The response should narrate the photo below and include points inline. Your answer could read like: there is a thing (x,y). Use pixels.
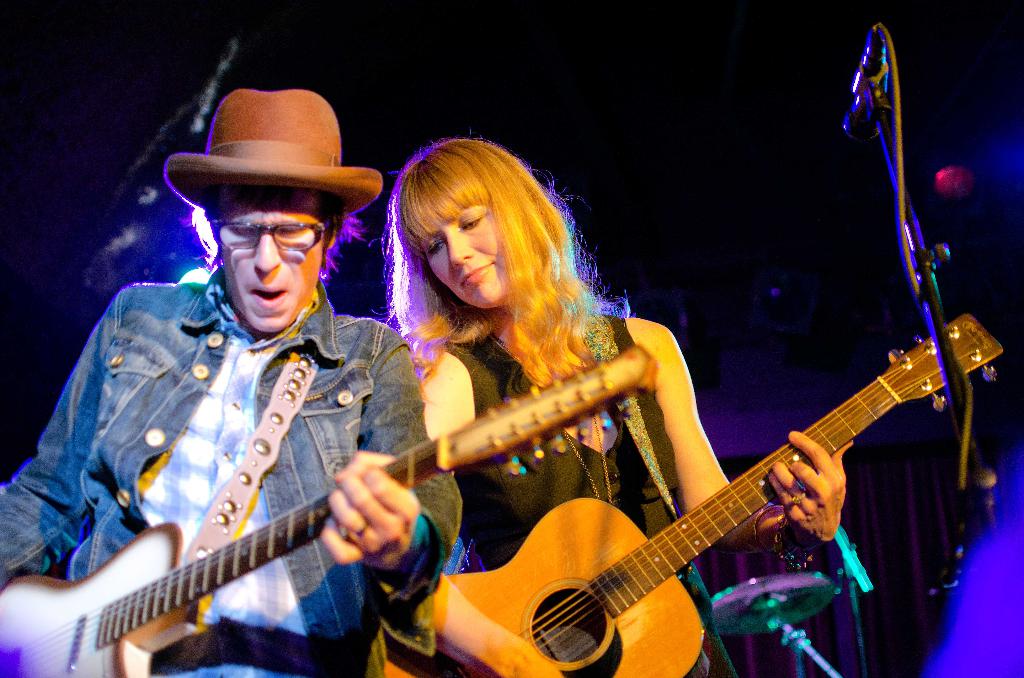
In the picture two persons (319,439) are playing guitar (523,559). There is a mic (904,175) in front of them. In the left (125,433) the man (150,406) is wearing denim jacket (182,328) and a hat (249,124) and in the right (704,477) the lady (505,483) is wearing black t-shirt (533,483). In the background (803,569) there are drums (797,588) and curtain (879,544).
